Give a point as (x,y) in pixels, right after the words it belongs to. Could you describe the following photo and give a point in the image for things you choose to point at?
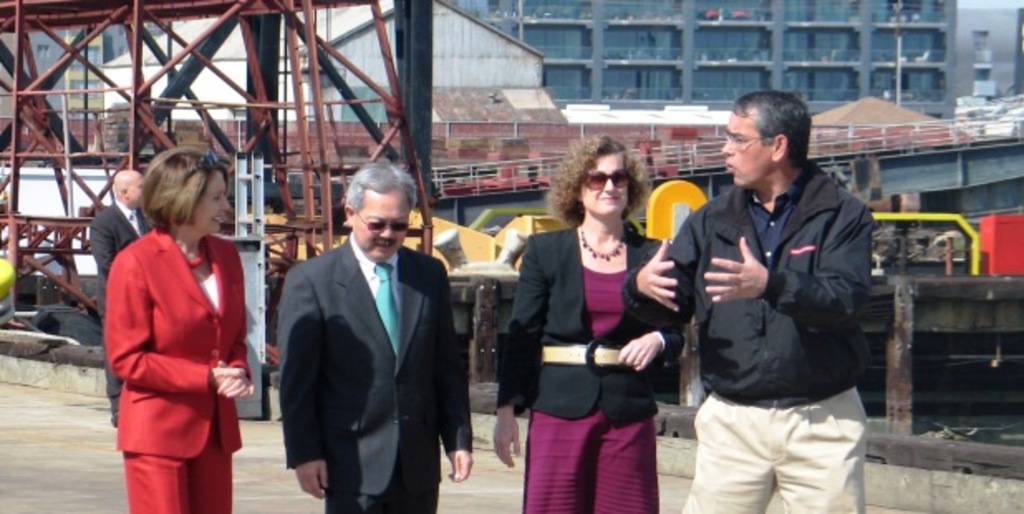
There are four persons (541,356) standing and there is another person (144,227) standing behind them and there is a building (518,58) and few other objects (364,79) in the background (418,108).
